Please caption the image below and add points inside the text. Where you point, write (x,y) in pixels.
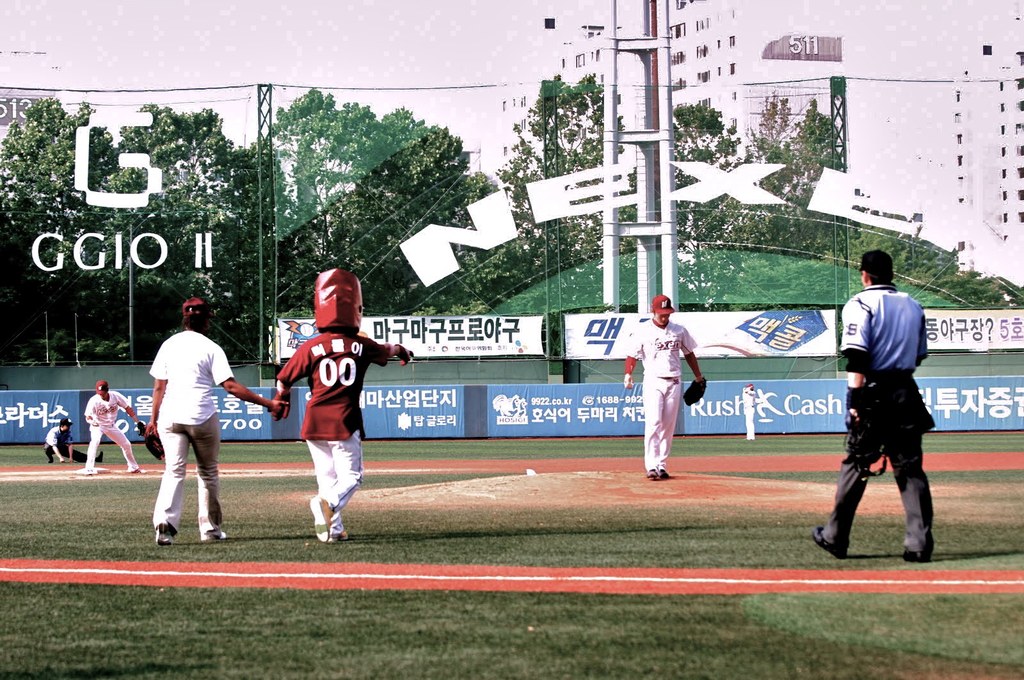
In this picture there are some players (344,336), playing in the ground (396,553). Behind there is a big fencing net (557,281). In the background (471,169) we can see the white building (696,59) and some trees (325,158).
